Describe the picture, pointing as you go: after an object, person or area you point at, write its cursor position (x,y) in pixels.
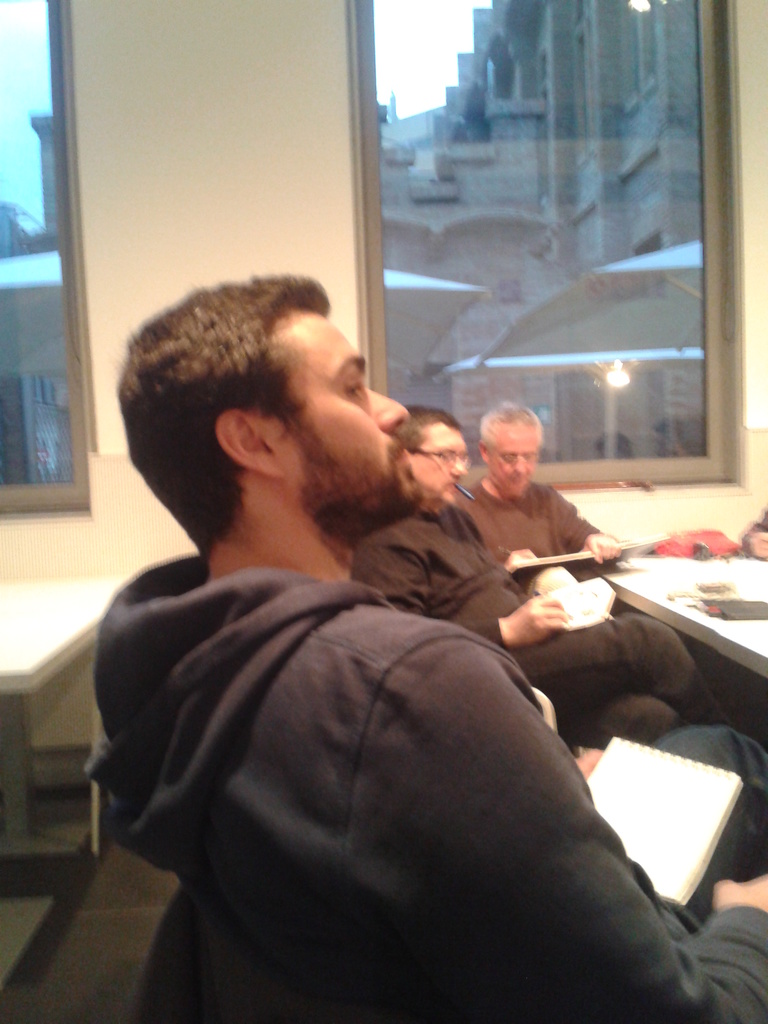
In this image in front (149,766) there are people (447,641) sitting on the chairs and they are holding the books (715,808). In front of them there is a table (720,567). On top of it there are a few objects (717,606). Behind them there is another table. On the right side of the image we can see the hand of a person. In the background of the image (536,195) there are glass windows (443,215) through which we can see buildings (499,134), lights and sky (423,52).
